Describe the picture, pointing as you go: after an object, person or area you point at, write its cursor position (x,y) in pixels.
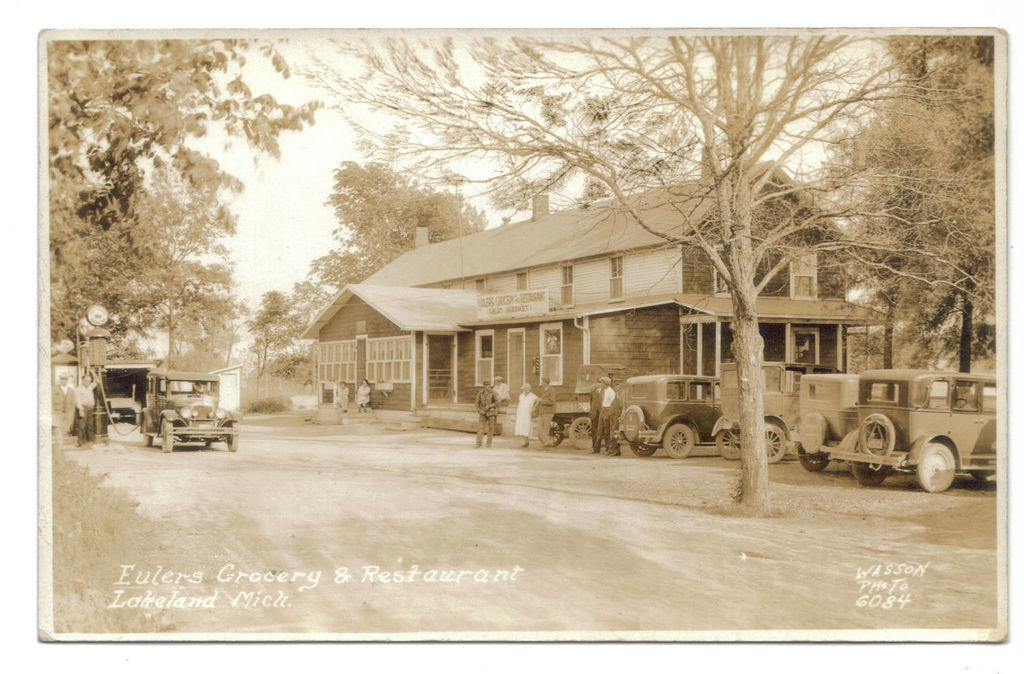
In this picture I can see a building (596,285) and I can see vehicles (780,416), trees (741,450) and few people (525,433) walking and couple of them (86,399) standing and I can see text (241,574) at the bottom of the picture (237,587) and I can see sky (313,204).
